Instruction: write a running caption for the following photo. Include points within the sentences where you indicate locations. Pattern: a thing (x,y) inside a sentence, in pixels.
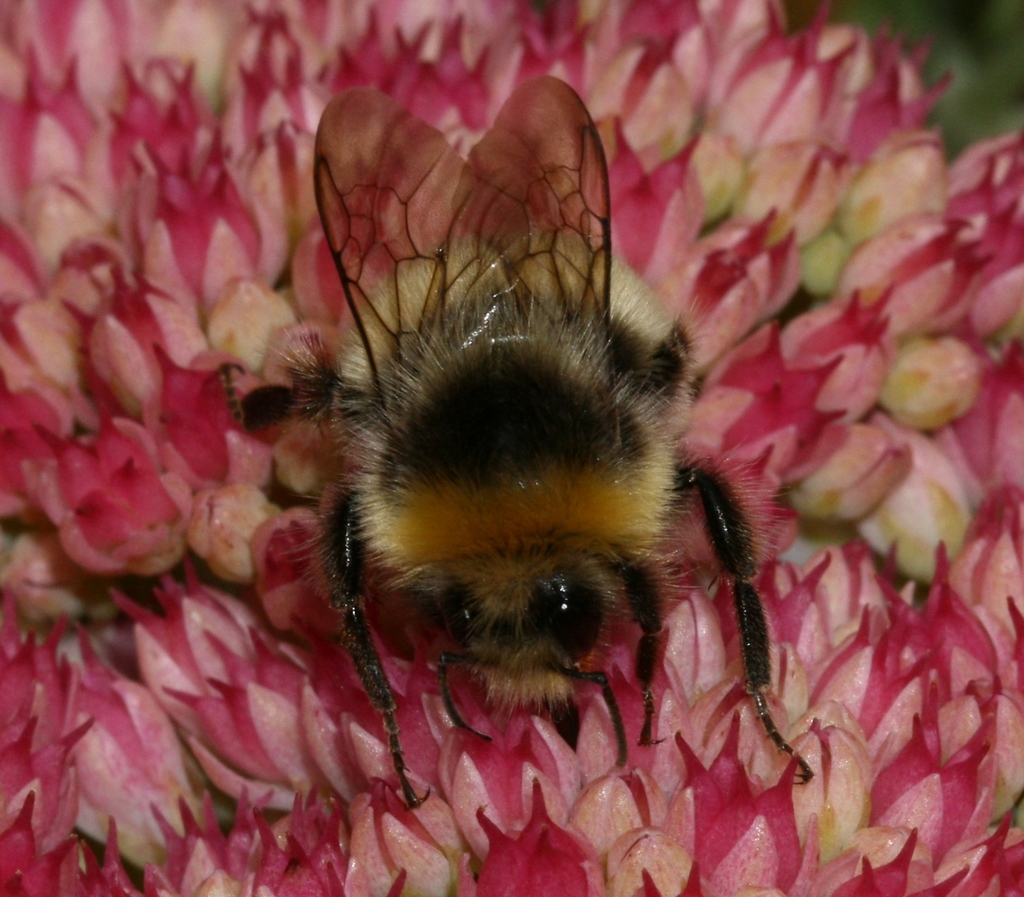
This image consists of a bumblebee (489,565). It is on a flower (595,769). The flower (329,808) is in pink color.
